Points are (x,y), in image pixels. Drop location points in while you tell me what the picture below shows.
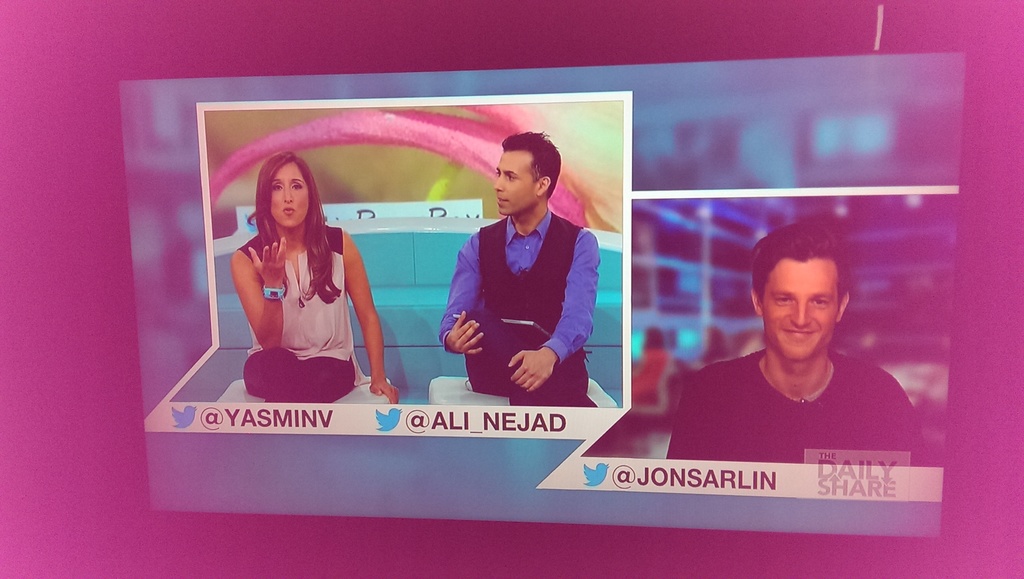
This is an edited image. In this image we can see a man (534,247) and a woman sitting on the chairs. On the right side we can see a person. We can also see some text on it.
